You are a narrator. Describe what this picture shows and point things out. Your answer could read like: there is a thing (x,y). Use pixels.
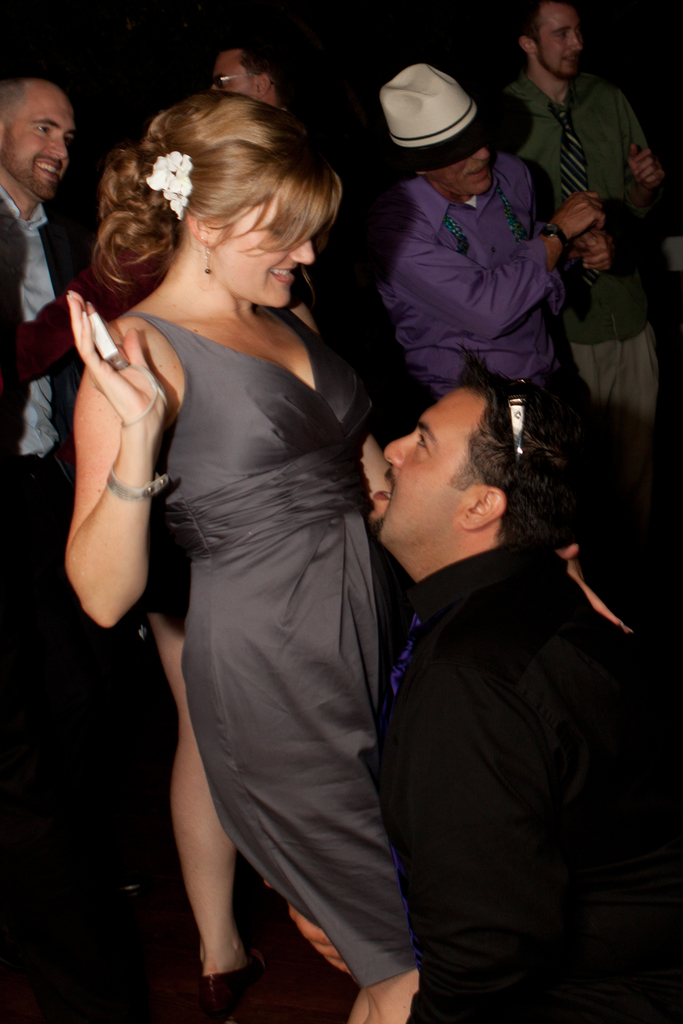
In this image there is a couple (599,1013) dancing behind them there are so many other people (51,551) standing at their back and smiling.
